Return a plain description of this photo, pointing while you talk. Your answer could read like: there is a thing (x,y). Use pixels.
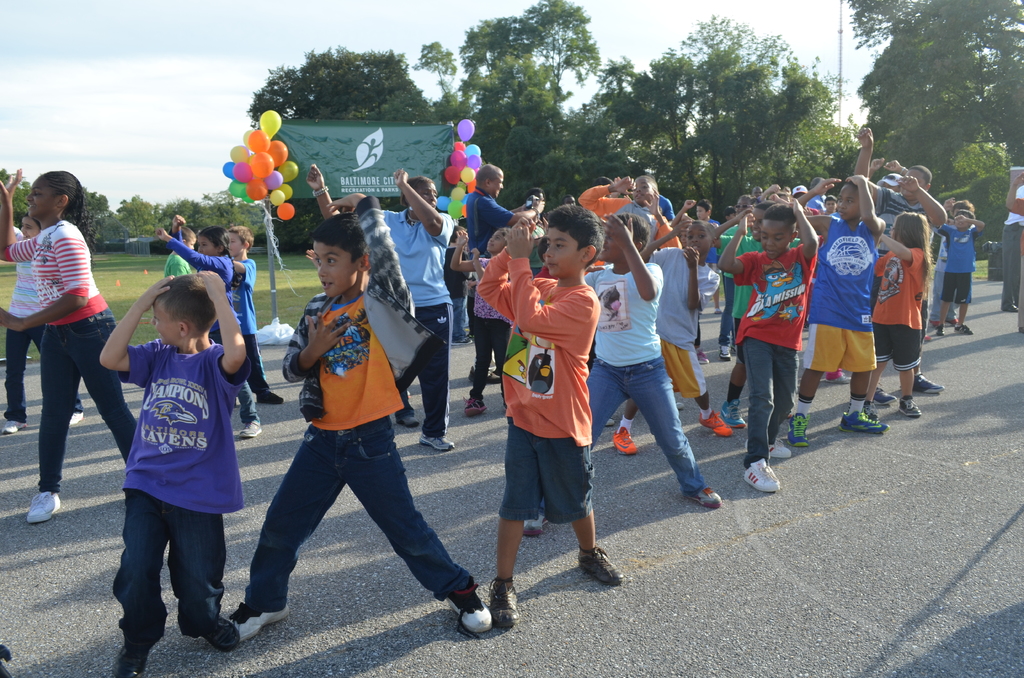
In this picture I can observe some children (370,297) on the road (724,537). There are some balloons (279,167) and a poster (388,179) behind the children (838,239). The balloons (276,166) are in different colors. In the background (691,140) I can observe some trees (471,107) and a sky (197,66).
